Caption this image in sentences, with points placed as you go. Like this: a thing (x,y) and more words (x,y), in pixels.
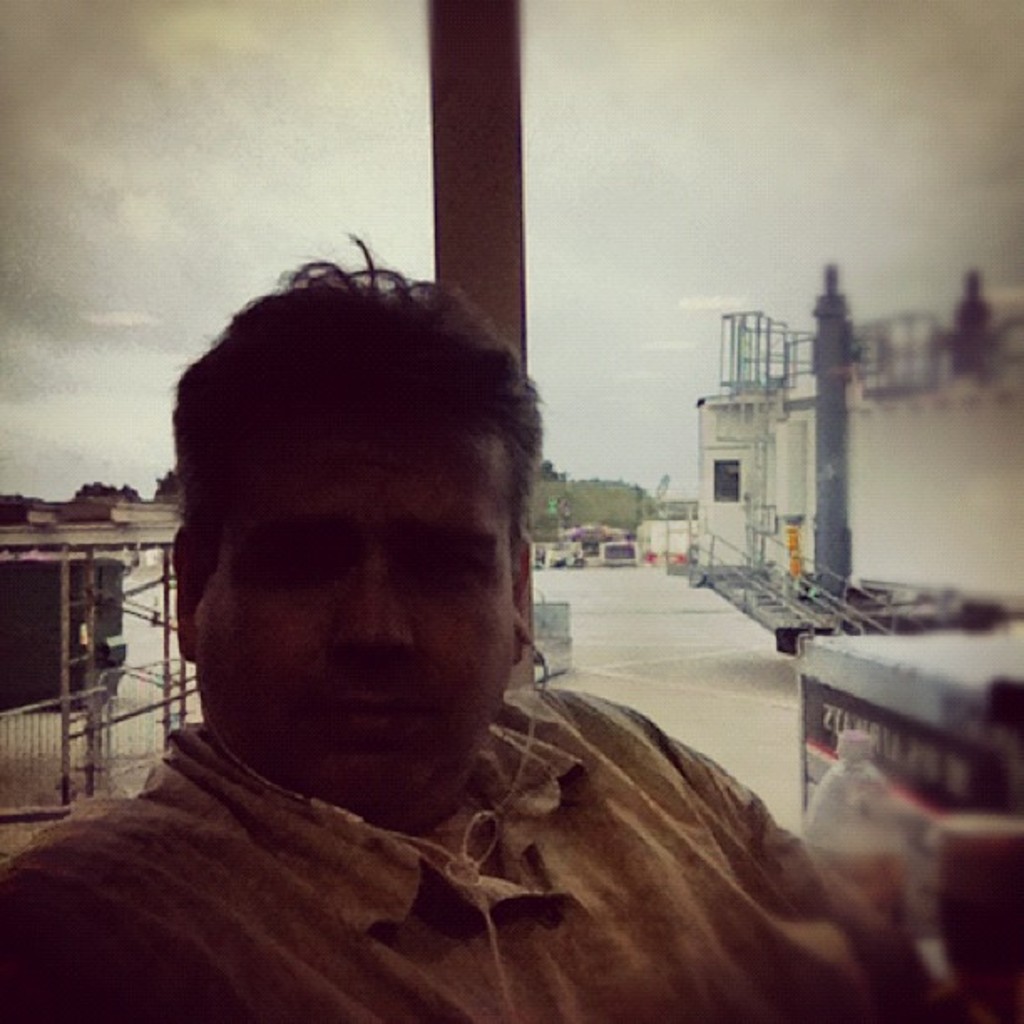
This image is taken outdoors. At the top of the image (221,223) there is a sky (238,169) with clouds (553,208). At the bottom of the image (426,864) there is a man (355,921). On the right side of the image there are a few vehicles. On the left side of the image (121,677) there is a railing (92,707). In the background (537,520) there are a few trees (577,521).
